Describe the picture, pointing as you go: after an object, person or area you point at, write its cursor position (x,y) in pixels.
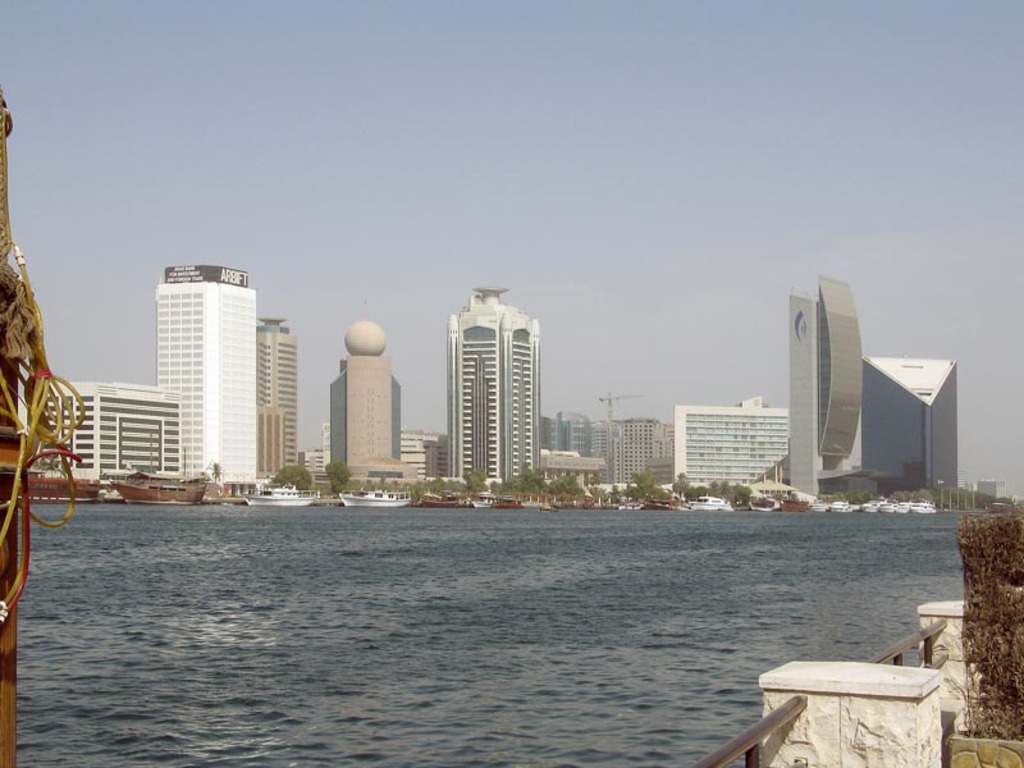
There is a sea (367,558) and behind the sea (72,523) there are many tall buildings (187,317) and the ships (486,501) were residing in front of the sea (706,514), in the background (684,401) there is a sky (207,163).
